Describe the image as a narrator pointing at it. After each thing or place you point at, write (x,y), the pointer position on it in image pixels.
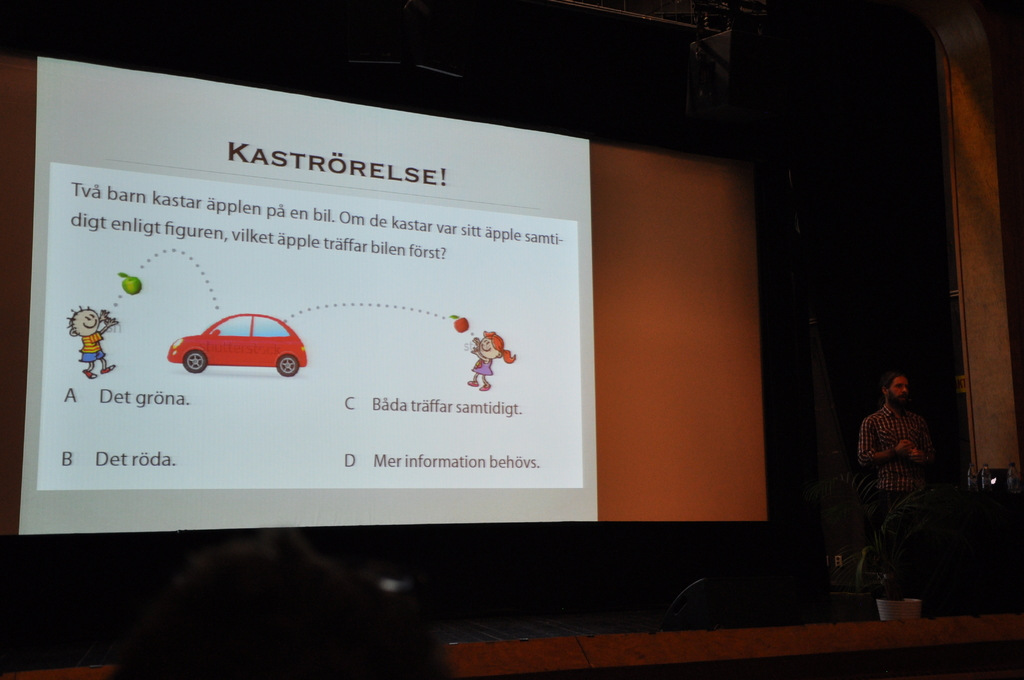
In this picture, we can see a person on a stage (958,668), and in the background (528,278) we can see the screen (528,278) with some images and some text (435,402) on it.
